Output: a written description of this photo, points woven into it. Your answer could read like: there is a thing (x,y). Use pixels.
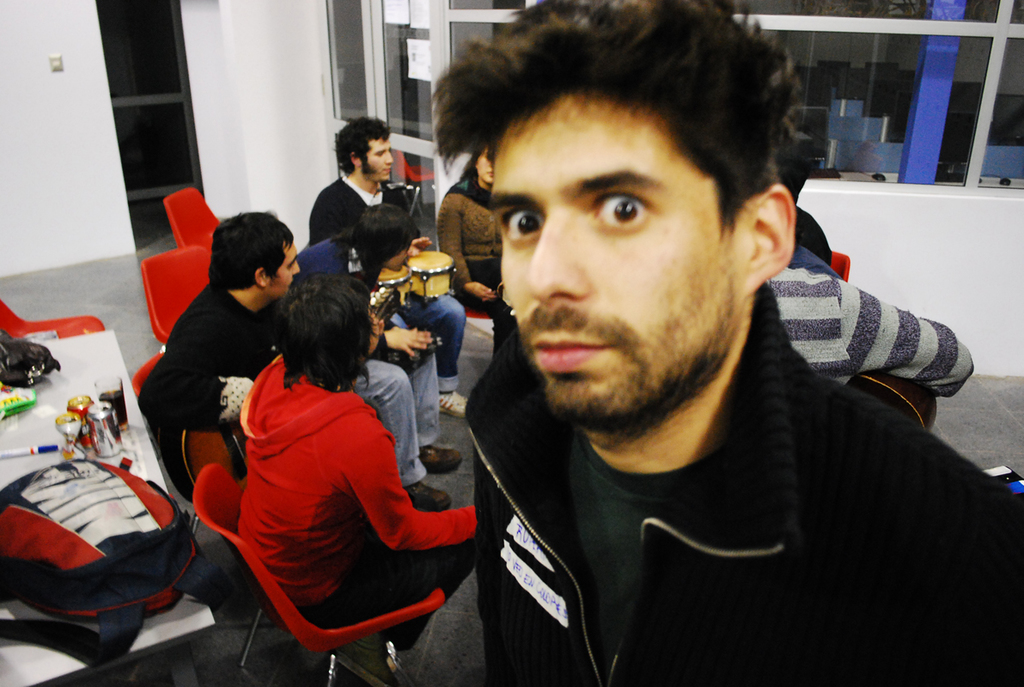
In the foreground of the image (875,661) there is a person (780,418) wearing a jacket (795,424). In the background of the image (360,326) there are people (377,257) sitting on chairs (223,470). To the left side of the image (61,397) there is a table (24,645) on which there is bag (114,486) and other objects (108,424). In the background of the image (40,144) there is wall (74,205). There is a glass door (355,97).
